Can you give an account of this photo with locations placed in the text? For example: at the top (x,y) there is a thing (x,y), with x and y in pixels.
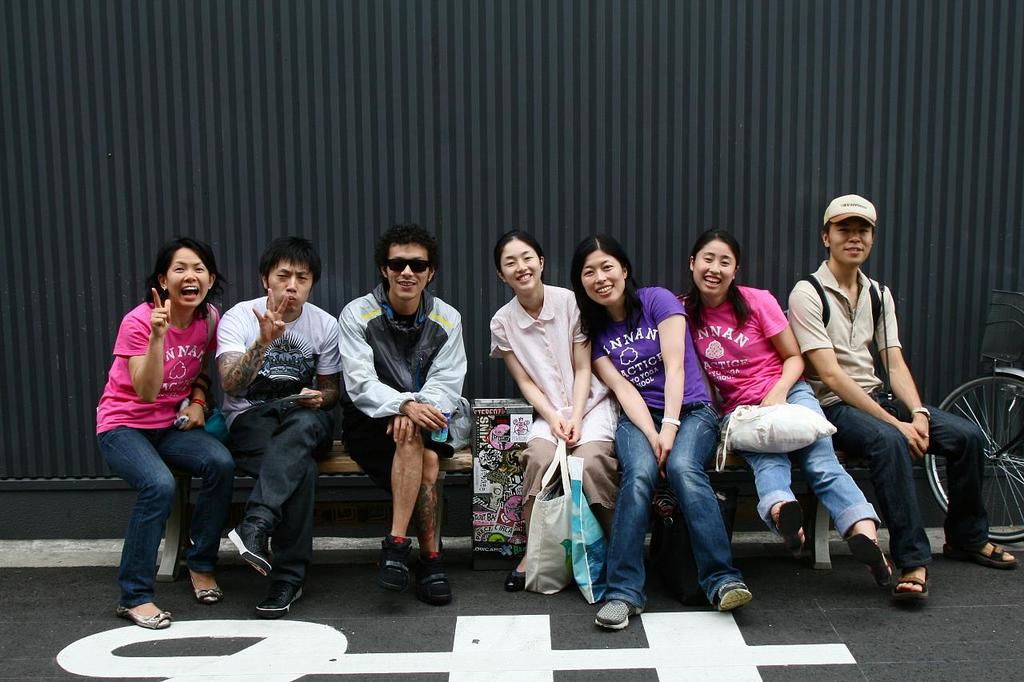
In this image we can see a group of people (569,389) sitting on the bench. one woman (597,468) is holding bags (576,520) with her hands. To the right side of the image (994,445) we can see a bicycle (1007,414) placed on the ground (938,541). In the background (486,109), we can see the wall (430,129).
